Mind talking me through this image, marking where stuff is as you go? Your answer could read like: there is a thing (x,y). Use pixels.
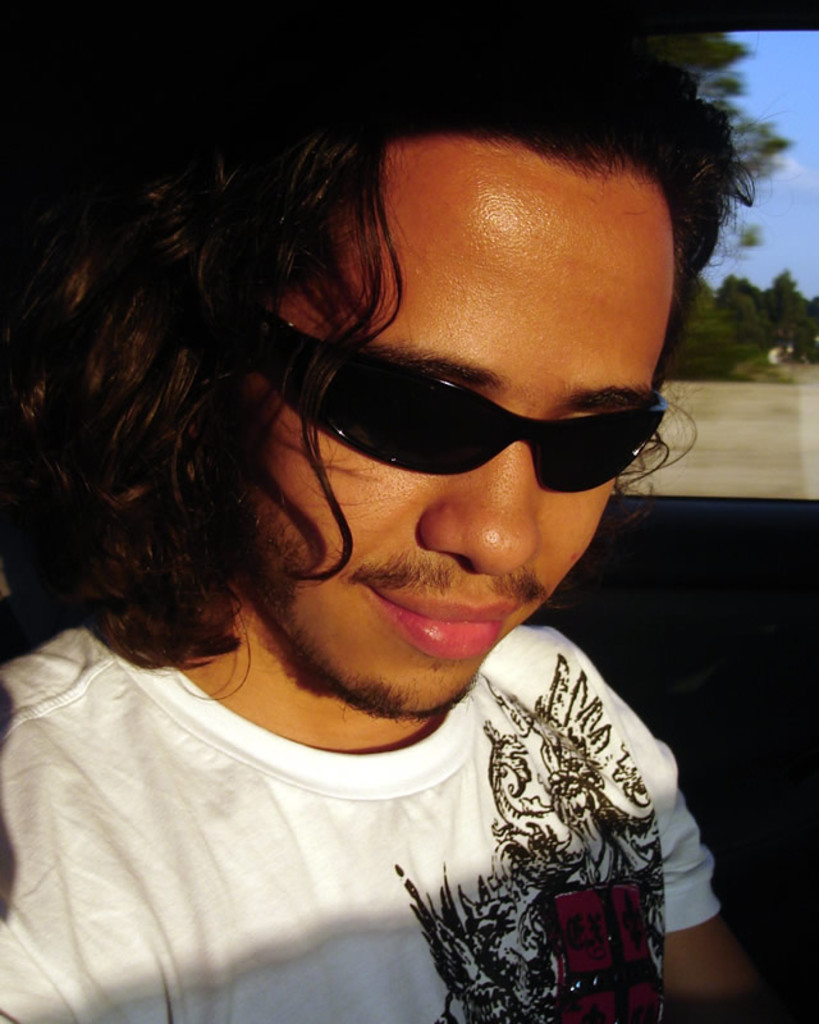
In this image we can see a man (515,818) smiling. He is wearing glasses (535,427). In the background (731,339) there are trees (780,278) and sky (766,278).
